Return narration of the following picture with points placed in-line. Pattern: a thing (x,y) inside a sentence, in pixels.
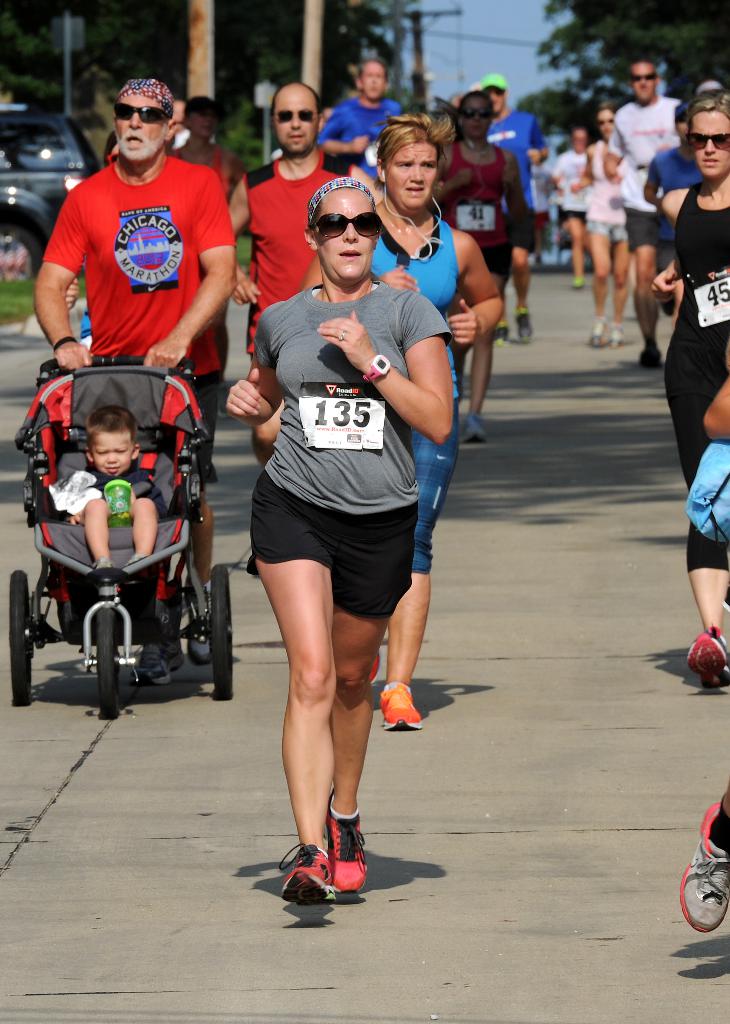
In this image there are so many people (369,680) running on the road (272,646), beside that there is a man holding trolly (157,482) with baby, also there are so many trees (677,72), electric poles (206,72) and car (14,261) on the road (248,806).
